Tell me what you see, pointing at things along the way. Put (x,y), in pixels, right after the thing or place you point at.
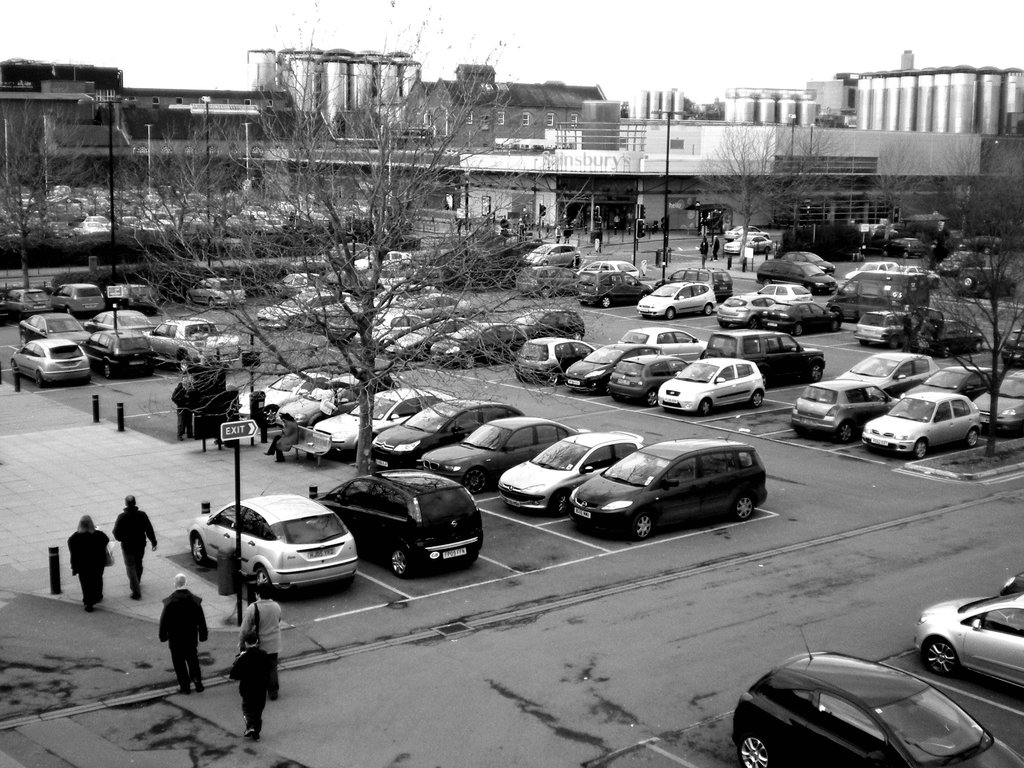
In this picture we can see some cars (584,445) are parked in one place, beside few people (189,634) are walking, we can see some trees (344,174), buildings (304,152).
